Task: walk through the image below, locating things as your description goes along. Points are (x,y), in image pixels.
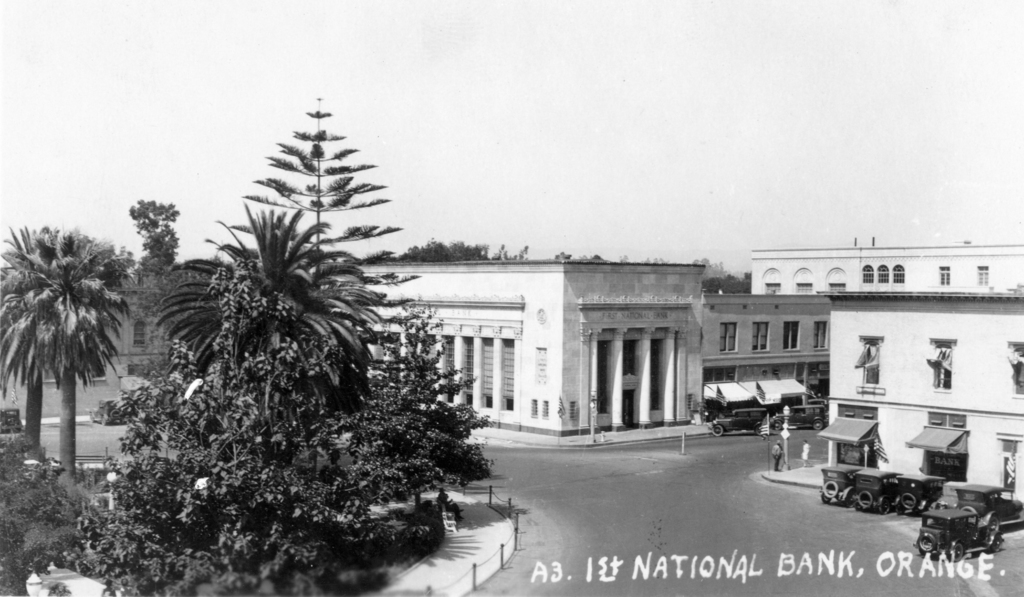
In this image in the front (268,352) are trees (264,415). On the right side (792,419) there cars (918,493) on the road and there is a building (889,408). In the background (614,327) there are buildings (704,310), there are cars (797,407) and flags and trees (406,256) and the sky (671,111) is cloudy. In the center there are persons (774,454) on the road (760,454) standing and sitting.
